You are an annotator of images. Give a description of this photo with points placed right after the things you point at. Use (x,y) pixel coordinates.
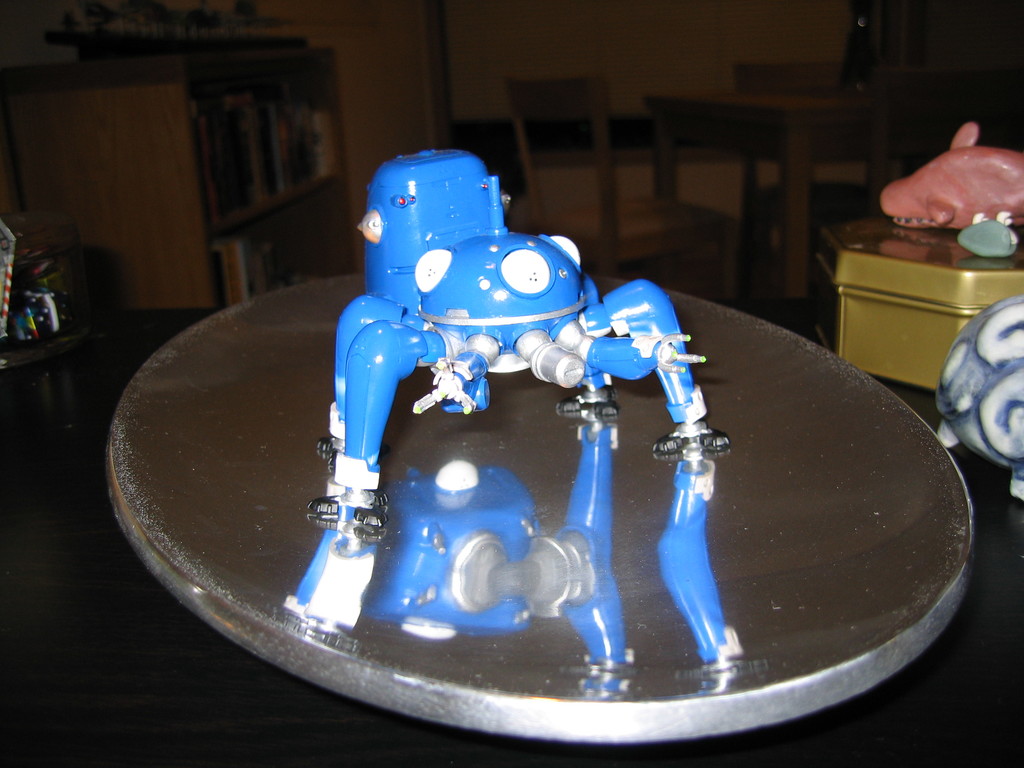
In this image there is a machine (478,329) placed on the steel object (753,377), beside that there are few more objects (952,310). In the background (722,96) there is a table (657,131), chairs (531,91), cupboards (191,189) and a wall (657,56).
